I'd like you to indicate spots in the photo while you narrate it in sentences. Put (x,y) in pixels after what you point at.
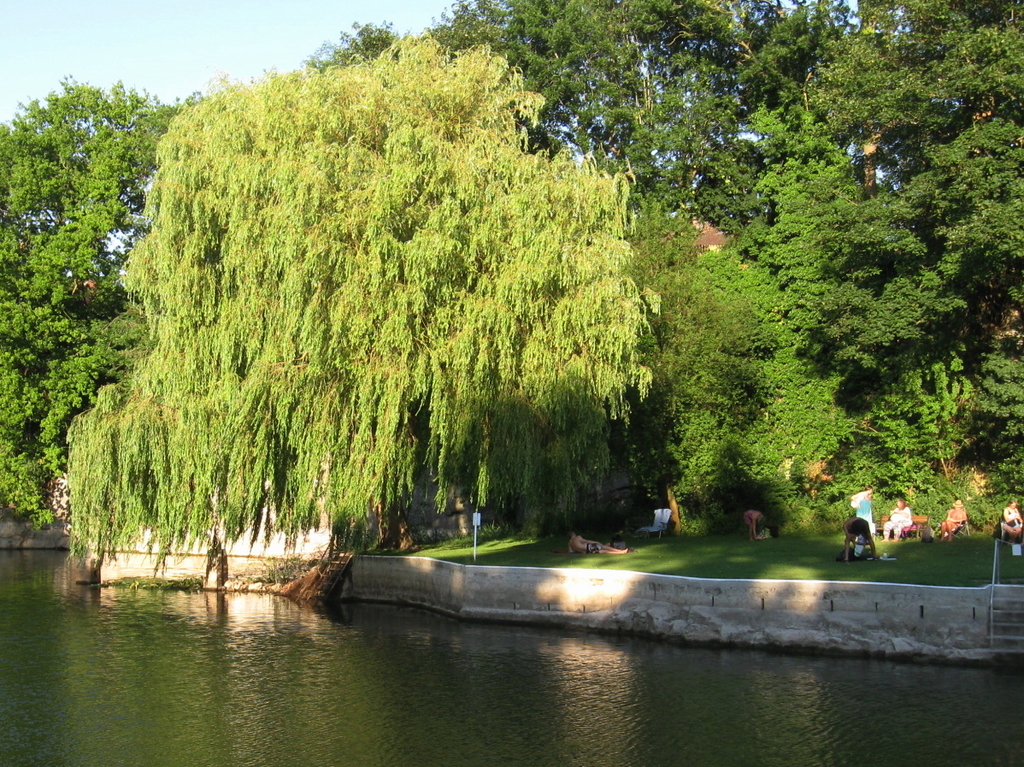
In the picture we can see the part of the lake (737,717) with green water (687,708) and behind it, we can see the wall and behind it, we can see the grass surface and on it we can see many trees (19,172) and besides, we can see some people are sitting on the grass surface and on the top of the trees (219,138) we can see the part of the sky (269,7).
